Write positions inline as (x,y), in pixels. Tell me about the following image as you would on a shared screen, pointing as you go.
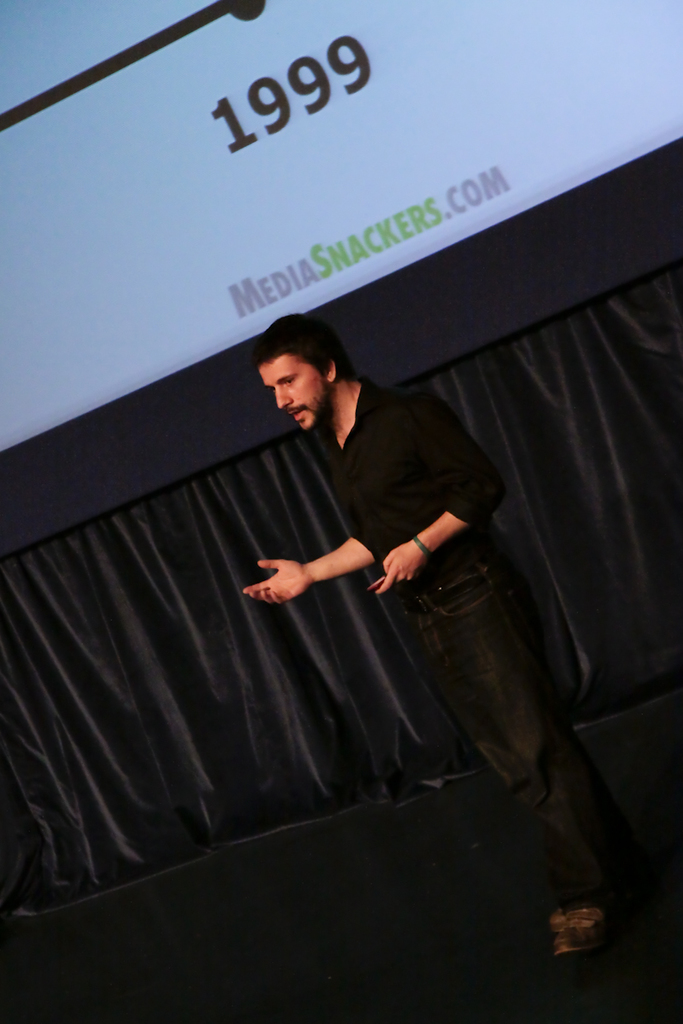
In this picture there is a man (361,434) who is wearing black shirt (370,428), black, trouser (495,736) and shoes (578,948). He is standing on the stage (476,886). Behind him I can see the black color cloth (604,523). At the top (568,73) I can see the projector screen (420,112).
